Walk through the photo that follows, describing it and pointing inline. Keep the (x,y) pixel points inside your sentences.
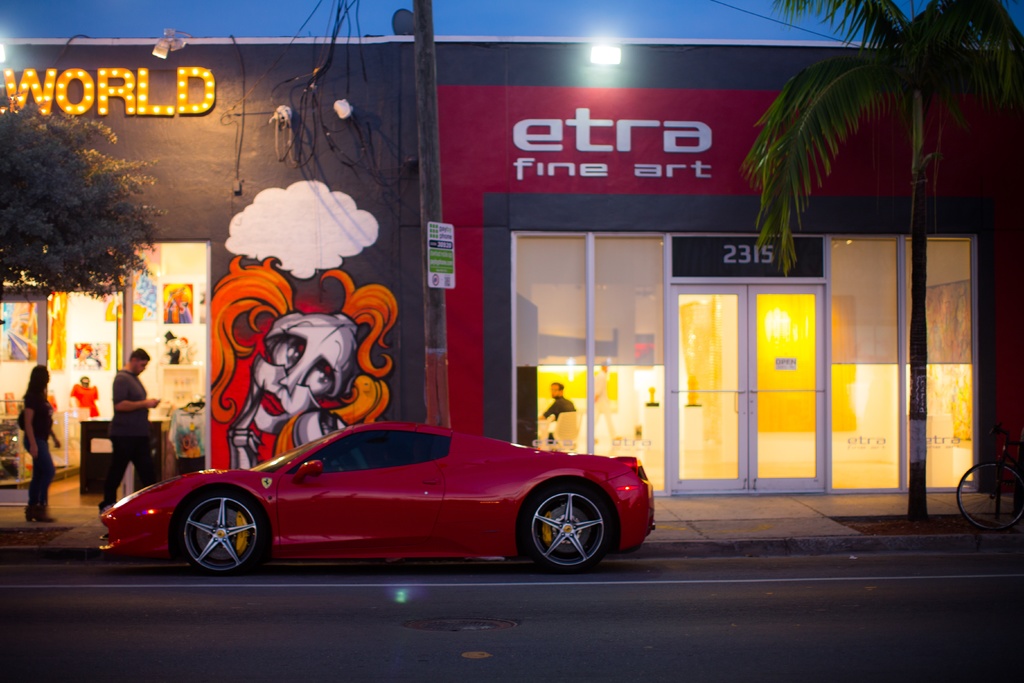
There is a car (347,526) present on the road (343,634) as we can see at the bottom of this image (412,580). We can see two persons (32,416) on the left side of this image (121,398) and there is a building (345,400) in the background (411,321). There is a glass door (767,365) present on the right side of this image (877,364) and on the left side of this image (169,283) as well. We can see a pole (439,340) in the middle of this image (436,325) and the sky (608,15) is in the background (479,11).
